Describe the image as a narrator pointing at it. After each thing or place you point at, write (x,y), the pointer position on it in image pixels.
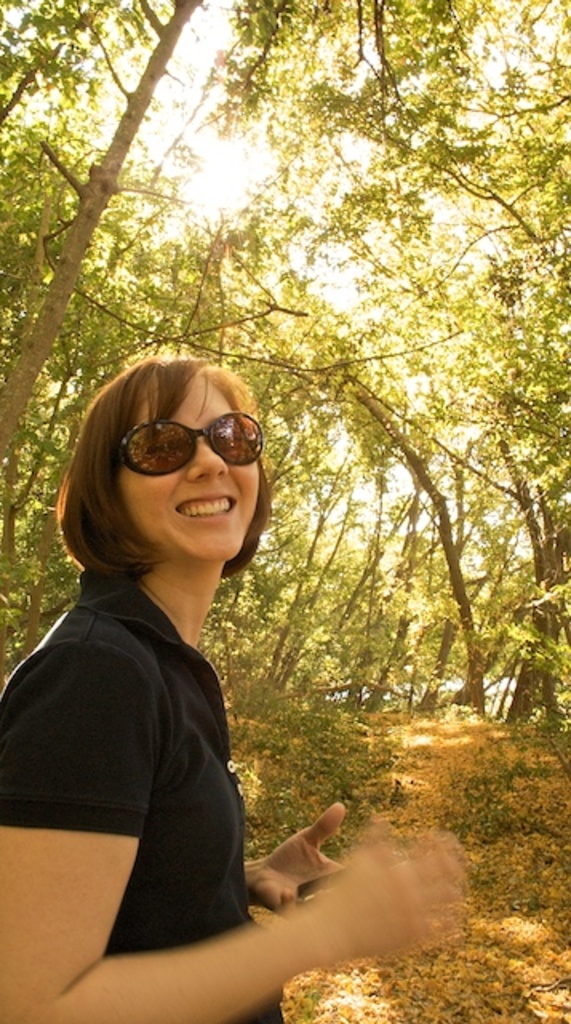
In this image in front (65,691) there is a person (198,504) wearing a smile on her face (229,523) and she is holding a mobile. Behind her there are trees (364,376). In the background of the image (227,168) there is sky (246,164). At the bottom of the image (486,975) there are dried leaves (479,980).
